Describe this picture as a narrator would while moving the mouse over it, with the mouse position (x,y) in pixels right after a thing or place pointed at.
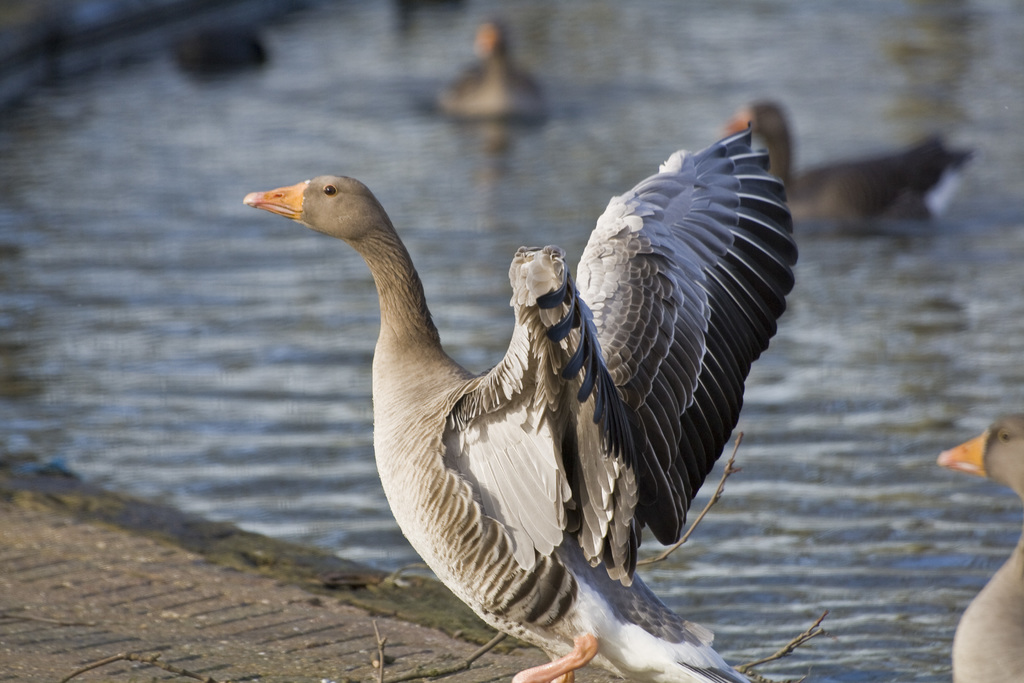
In this image we can see birds (504,574), stick (393,678), also we can see the water (460,267), and the background (903,544) is blurred.
